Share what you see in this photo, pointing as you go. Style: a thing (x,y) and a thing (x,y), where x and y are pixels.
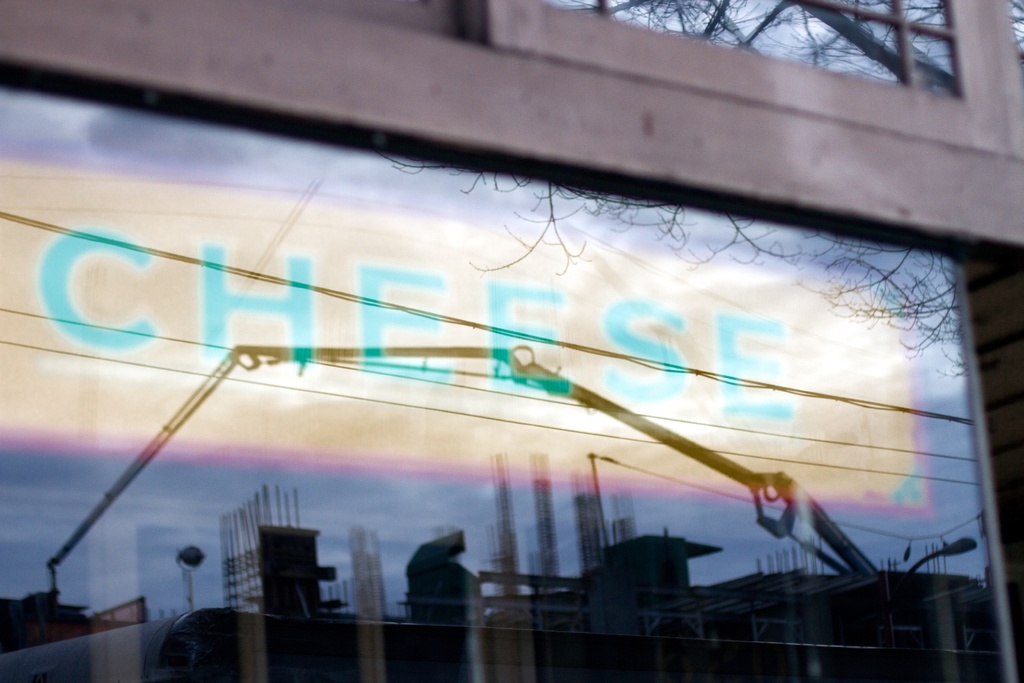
In this image in the center (559,356) there is a building (633,79) there are some windows (781,281), through the windows (561,608) we could see some buildings (518,605), pillars (372,590), pole (929,558), light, vehicle (673,441) and some text (63,299) and also there are some trees (691,225).
